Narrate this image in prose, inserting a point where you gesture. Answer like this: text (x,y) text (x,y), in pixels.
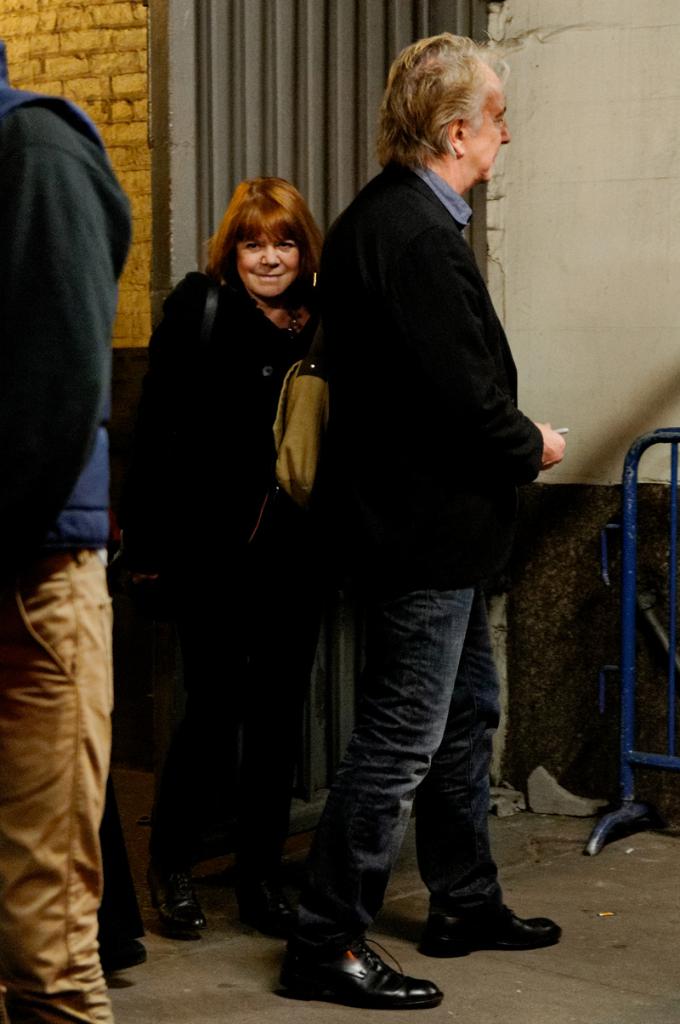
In this image we can see few persons (173,591) are standing on the floor (417,895) and a man (430,952) and a woman (252,420) are carrying bags (273,458) on their shoulders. In the background (531,399) we can see wall (186,185), stand (627,480) and objects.
